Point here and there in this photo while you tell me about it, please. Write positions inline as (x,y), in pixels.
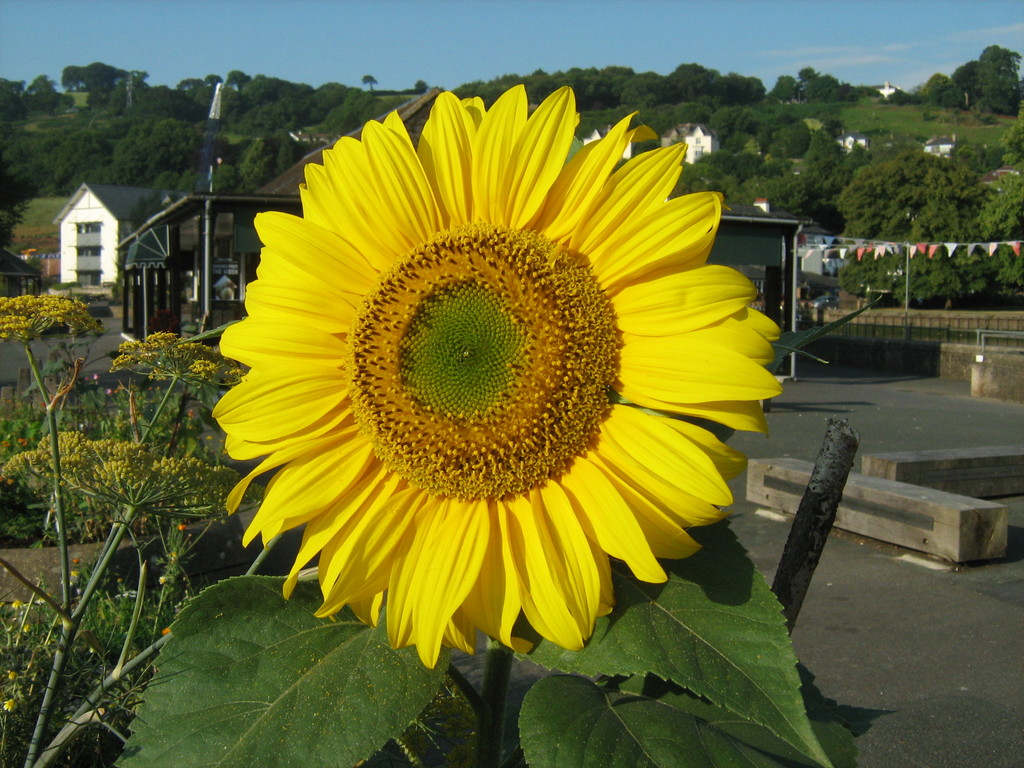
In this picture we can see a sunflower (370,564), houses (68,251), trees (638,151), flags (865,250) and in the background (557,4) we can see the sky (908,23) with clouds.
